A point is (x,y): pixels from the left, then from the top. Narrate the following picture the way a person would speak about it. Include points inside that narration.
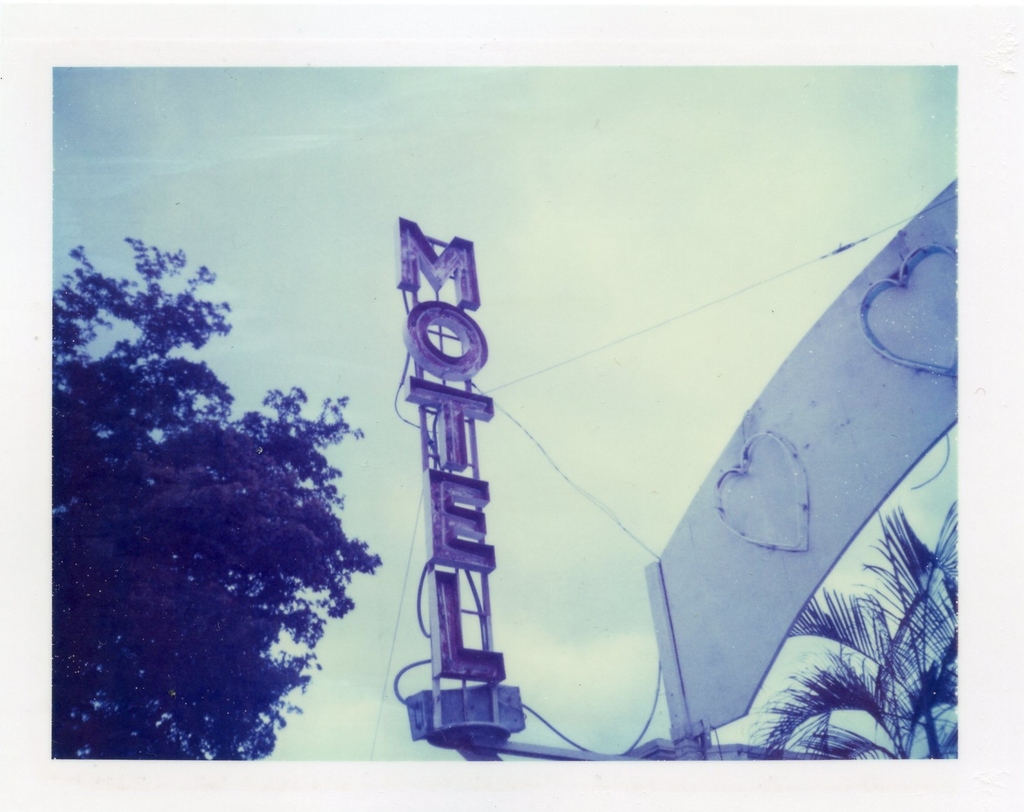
On the right side (789,426) there is an arch (792,455) and trees (846,632). Also there is a name board (457,485). On the left side (189,546) there is a tree (218,497). In the background (506,265) there is sky (554,230).
